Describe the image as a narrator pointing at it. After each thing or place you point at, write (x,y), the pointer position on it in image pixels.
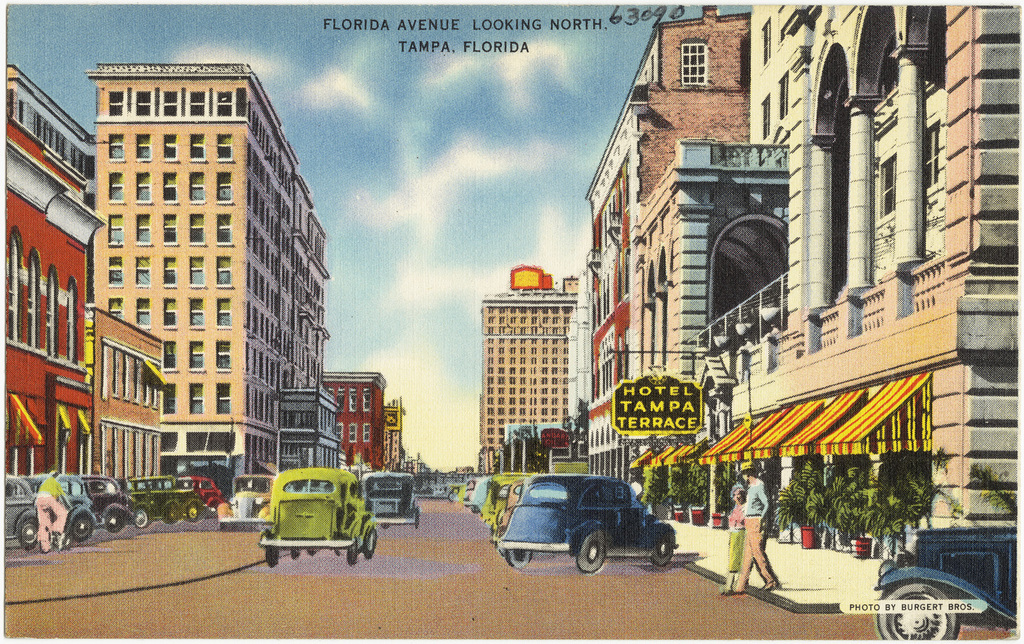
In this picture I can see painting (433,319) of few buildings (623,297), plants (913,520) in the pots (678,511) and few cars (161,479) parked and few cars (384,500) moving on the road (400,533) and I can see couple of them walking on the road (481,624) and human (46,538) riding bicycle (50,535) and I can see a blue cloudy sky (356,189) and a board (665,430) with some text (653,418) and I can see text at the top of the picture (496,46) and a watermark (933,603) at the bottom right corner of the picture (946,605).
